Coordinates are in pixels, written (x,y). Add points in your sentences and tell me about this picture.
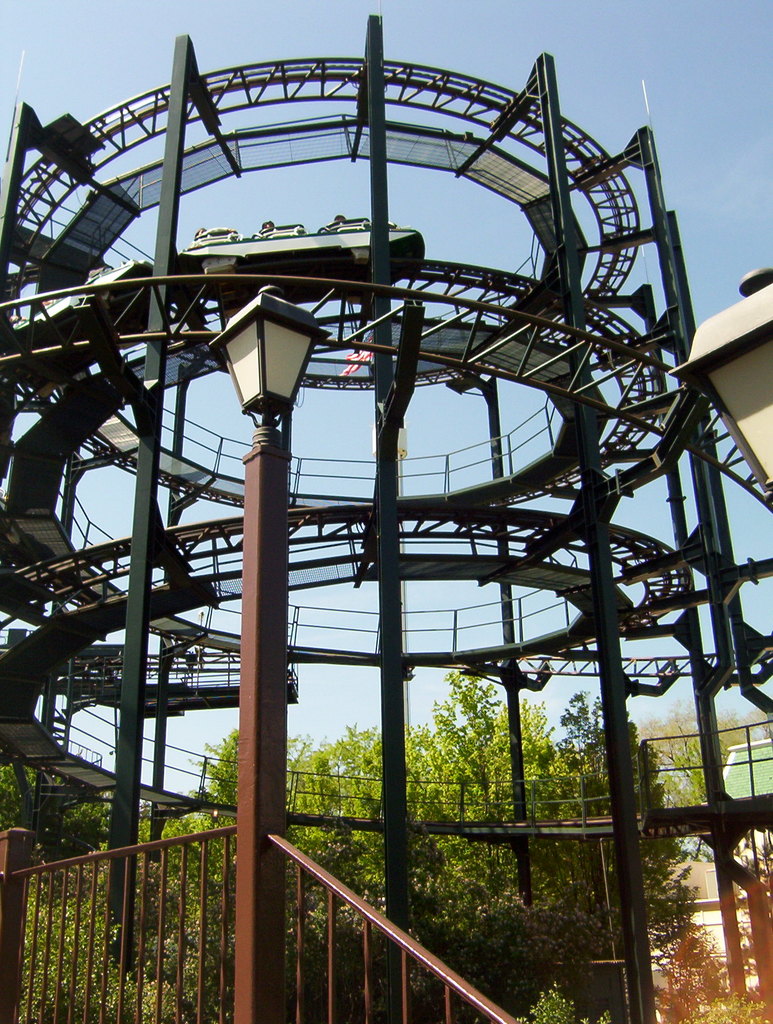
In this picture we can see a pole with light (247,309) and behind the pole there are trees (420,858), an architecture tower (530,358) and a sky (695,155).
